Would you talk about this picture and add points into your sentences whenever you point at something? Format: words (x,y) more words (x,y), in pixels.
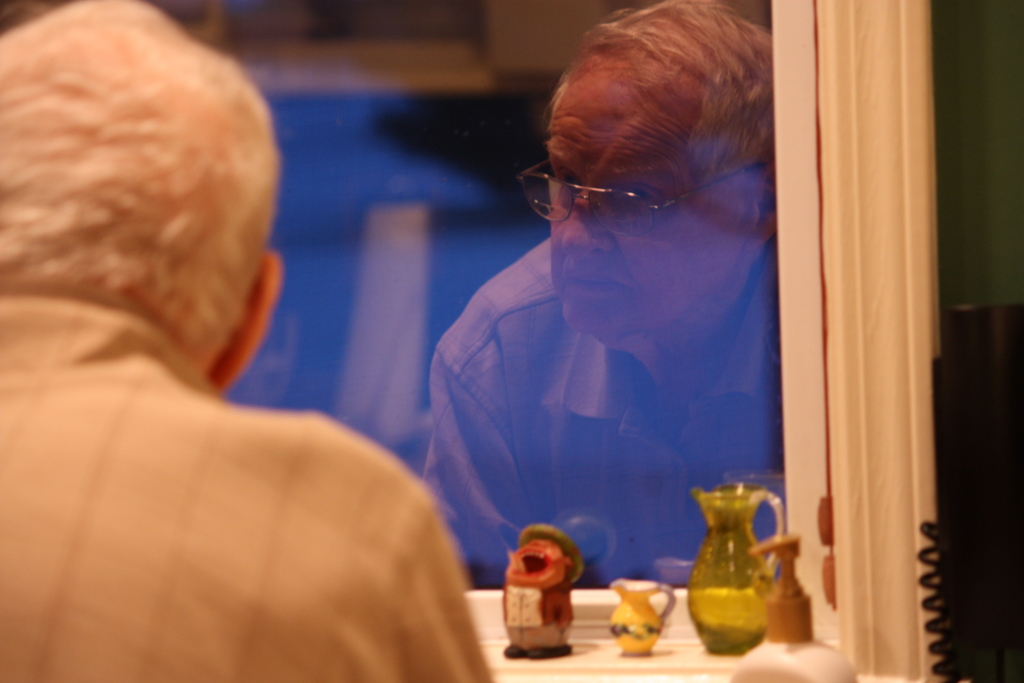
In this image I can see a person (58,398) and the person (219,535) is wearing brown color shirt (197,496), background (860,602) I can see few objects (515,586) and I can see a glass frame (510,134).
